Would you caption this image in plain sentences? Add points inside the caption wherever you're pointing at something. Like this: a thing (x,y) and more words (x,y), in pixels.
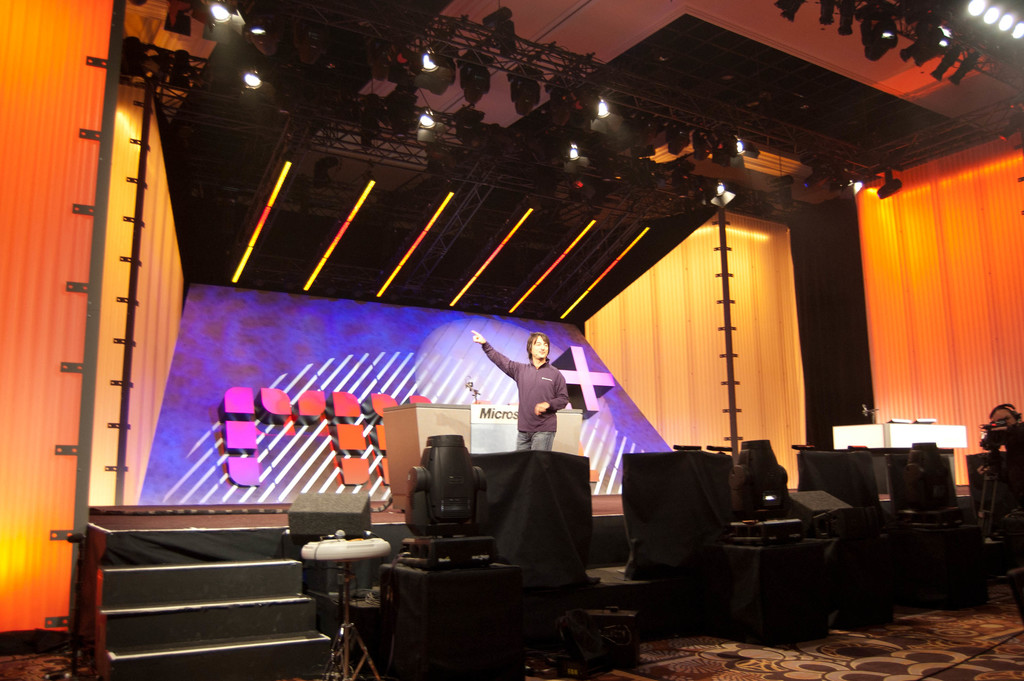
There are stairs (213,624) on the left (229,584). A person (539,421) is standing on the stage (242,507). There is a display screen (437,385) at the back (525,321) and there is an orange background (975,228). There are lights (449,72) on the top (443,60) and there is a cameraman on the right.
